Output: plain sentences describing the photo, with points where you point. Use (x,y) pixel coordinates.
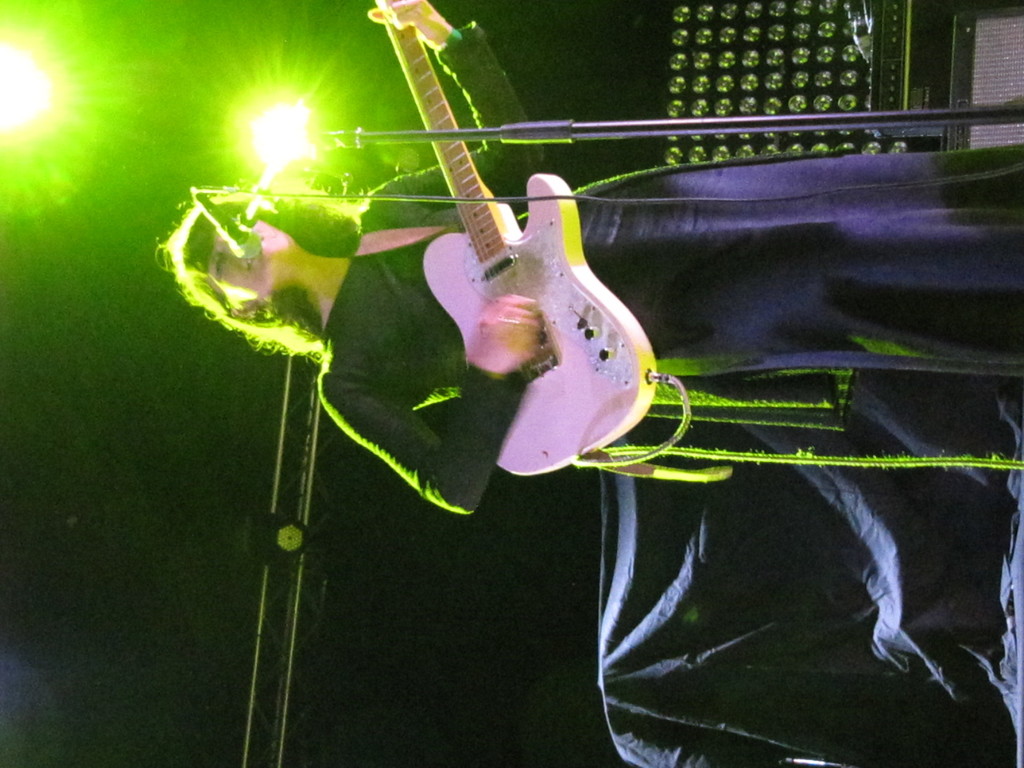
This picture seems to be of inside. On the right (892,175) there is a woman (421,332) wearing black color t-shirt (428,344), playing guitar (547,361), standing and seems to be singing. There is a microphone (240,251) attached to the stand (862,125). In the background (128,128) we can see the focusing lights (45,73).
